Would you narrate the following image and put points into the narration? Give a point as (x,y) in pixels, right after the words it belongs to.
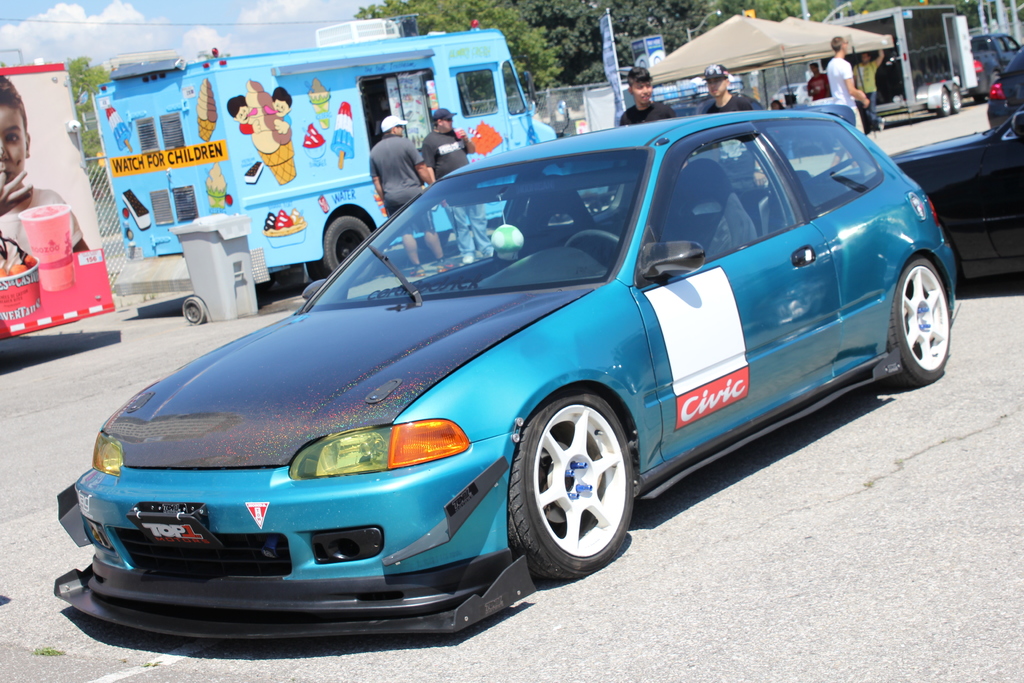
In this image I can see number of vehicles (718,153), number of trees (632,26), number of boards (598,97) and in the centre (431,236) I can see few people (639,87) are standing. On the left side of the image (198,242) I can see a dustbin (204,215) and on the top right side of the image (785,47) I can see two shades (879,35). On the top left side of the image (182,14) I can see clouds (144,33) and the sky (144,33).
